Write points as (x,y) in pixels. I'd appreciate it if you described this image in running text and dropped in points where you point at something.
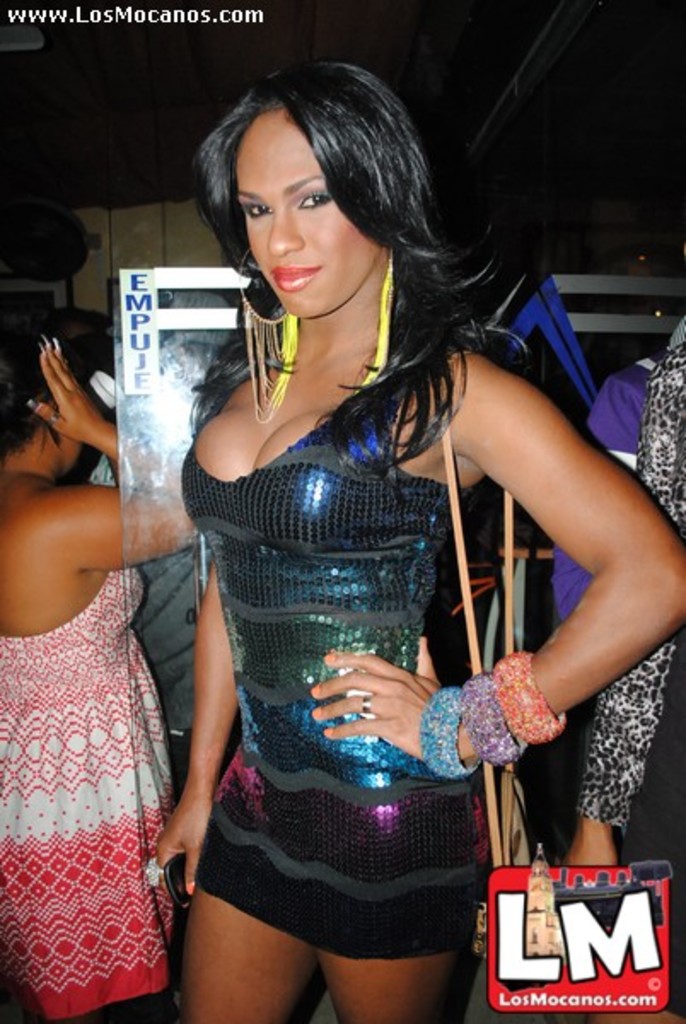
In this image we can see a woman (464,860) standing and posing for a photo and there are few people (556,583) in the background (618,403) and we can see a glass object (167,337) and there is some text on it and we can see some text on the image.
